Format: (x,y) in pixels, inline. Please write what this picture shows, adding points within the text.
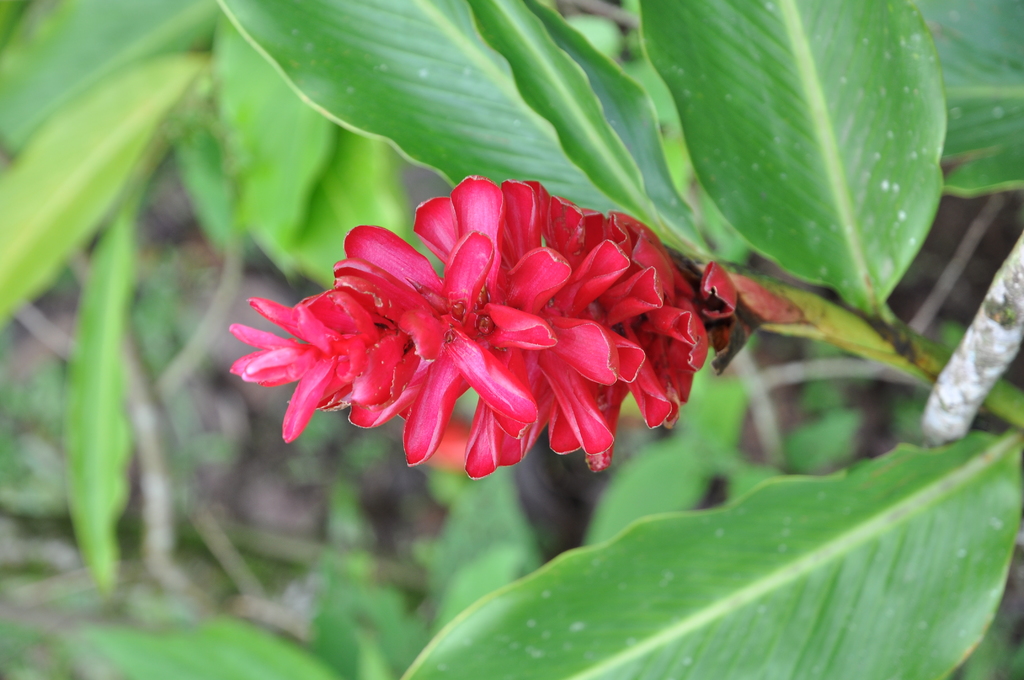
In this image we can see there is the plant (434,288) with flower (523,324).
